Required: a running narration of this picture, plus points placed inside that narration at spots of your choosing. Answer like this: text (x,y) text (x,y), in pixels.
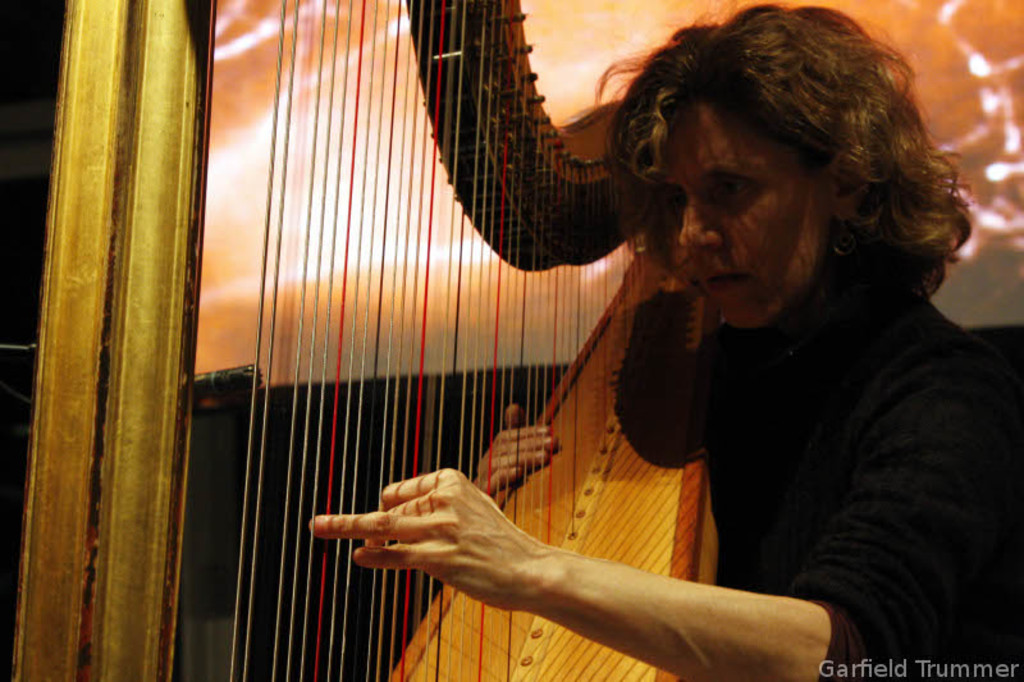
In this image we can see a woman (630,219) holding musical instrument (601,503) in the hands (456,515).
